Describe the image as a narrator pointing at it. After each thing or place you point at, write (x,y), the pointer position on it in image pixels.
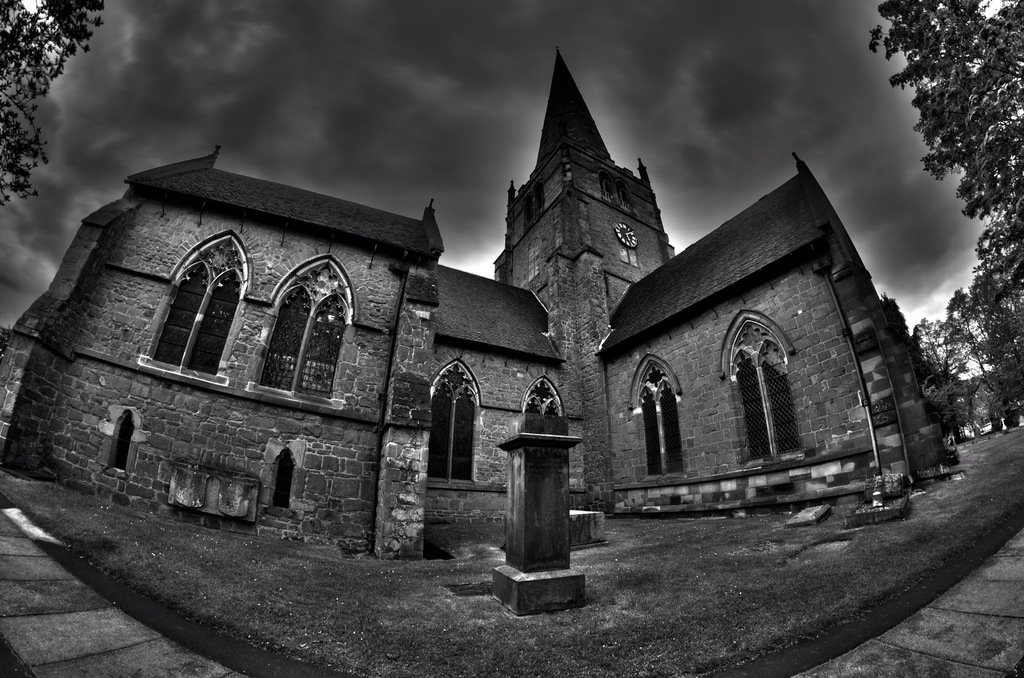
In this black and white image there is a building (451,424). On the left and right side of the image (1011,208) there are trees (1015,274). In the background (449,110) there is the sky (447,103) with clouds (773,151).
